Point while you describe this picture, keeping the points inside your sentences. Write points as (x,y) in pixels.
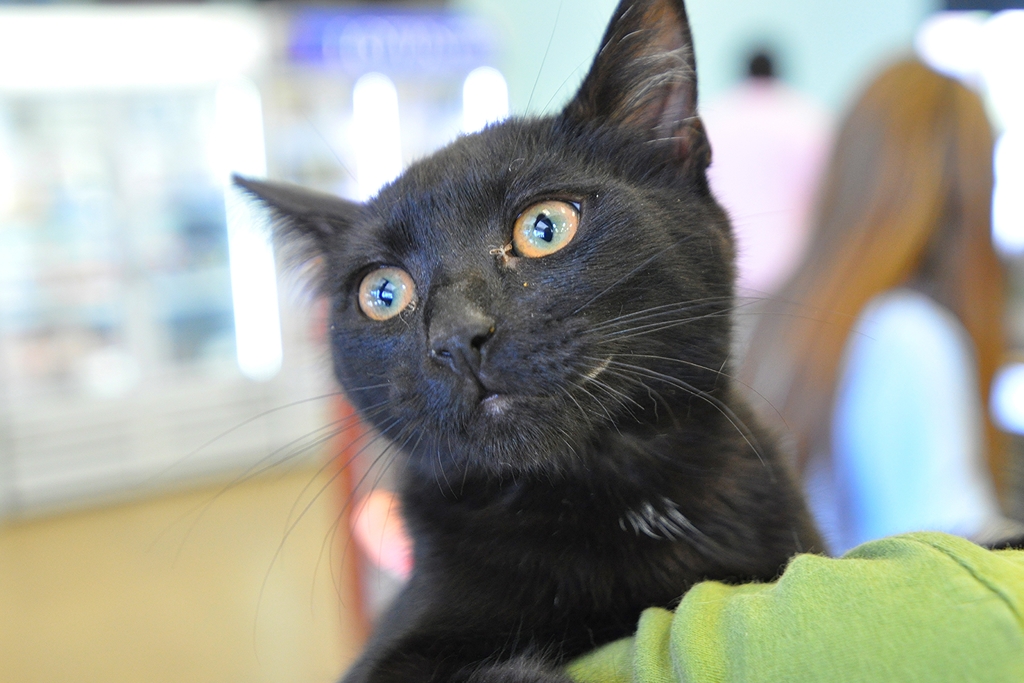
In this image we can see a cat (549,378) and a cloth (625,643). There is a blur background (86,434).
